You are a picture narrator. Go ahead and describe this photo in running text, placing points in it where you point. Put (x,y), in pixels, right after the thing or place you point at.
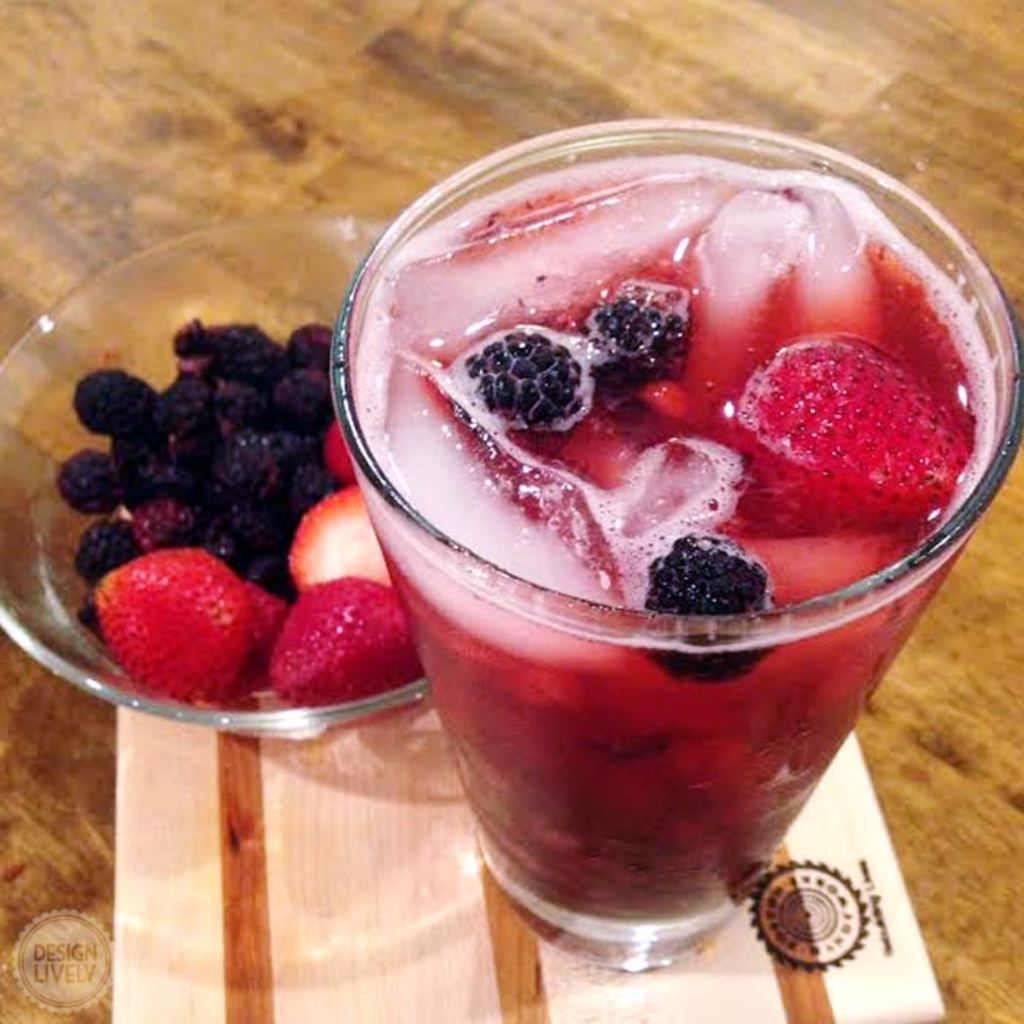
In this picture I can observe a glass (409,566) and a bowl (48,378). I can observe juice (568,683) in the glass (504,565) and fruits (207,438) in the bowl (189,319). These are placed on the brown color table (241,160).
